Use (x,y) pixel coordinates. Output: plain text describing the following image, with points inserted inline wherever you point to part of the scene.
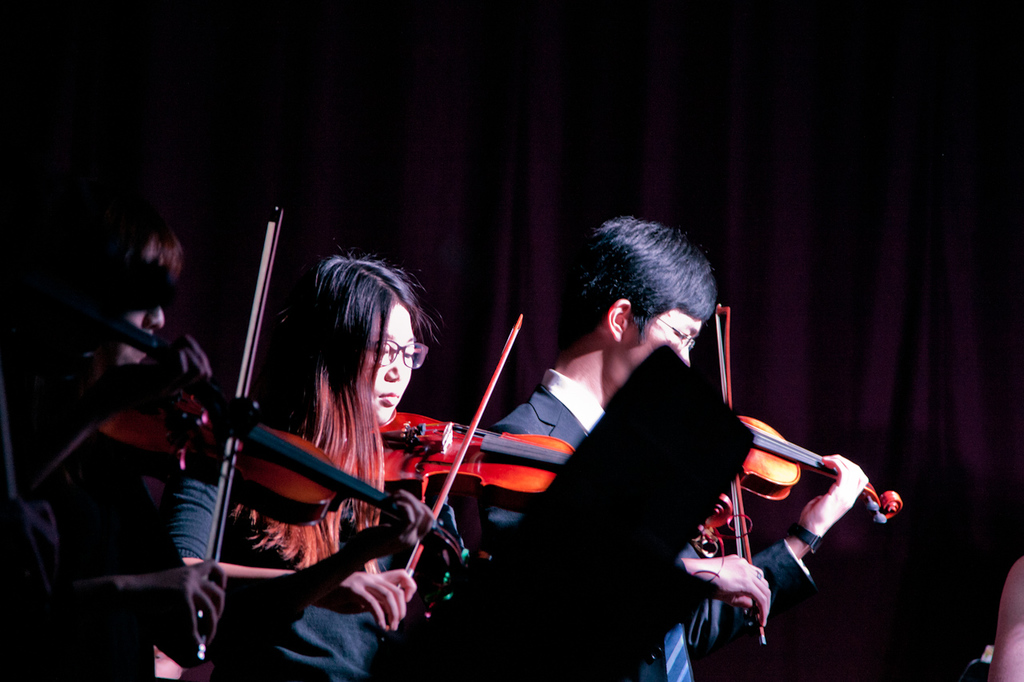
Three people (109,548) are playing the violin (381,506).
